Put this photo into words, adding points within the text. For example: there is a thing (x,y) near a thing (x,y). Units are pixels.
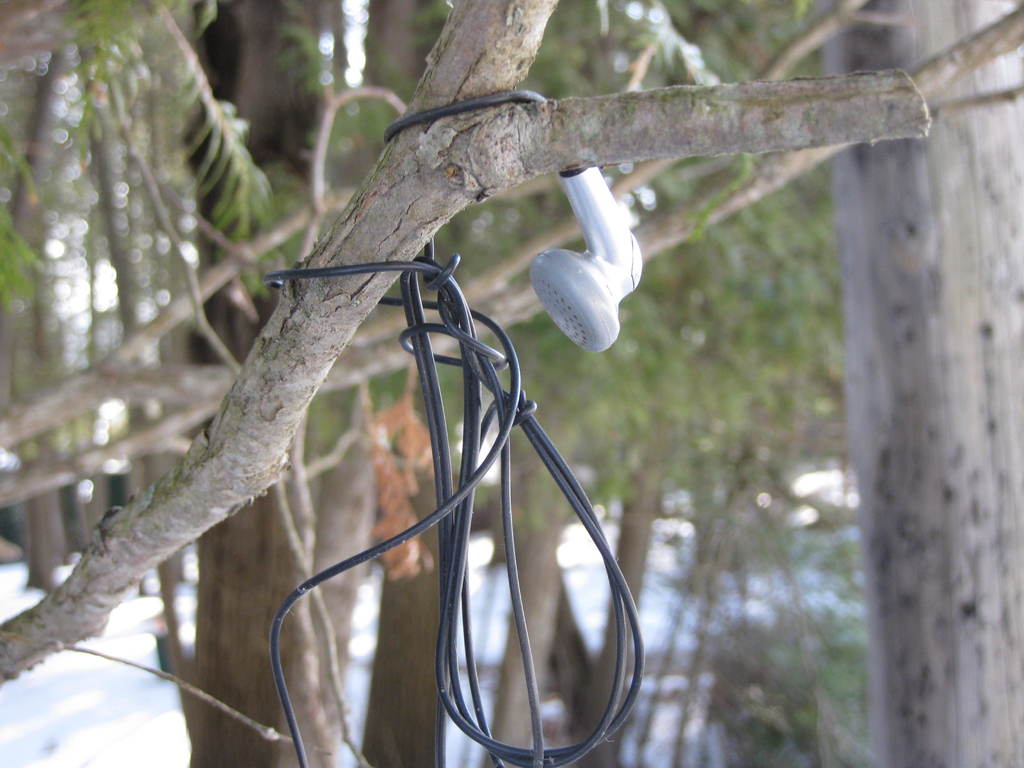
In this picture I can observe black color wire (398,543). To the end of the black color wire (445,284), it is looking like an earphone (548,289). In the background (376,359) there are trees (723,479).
